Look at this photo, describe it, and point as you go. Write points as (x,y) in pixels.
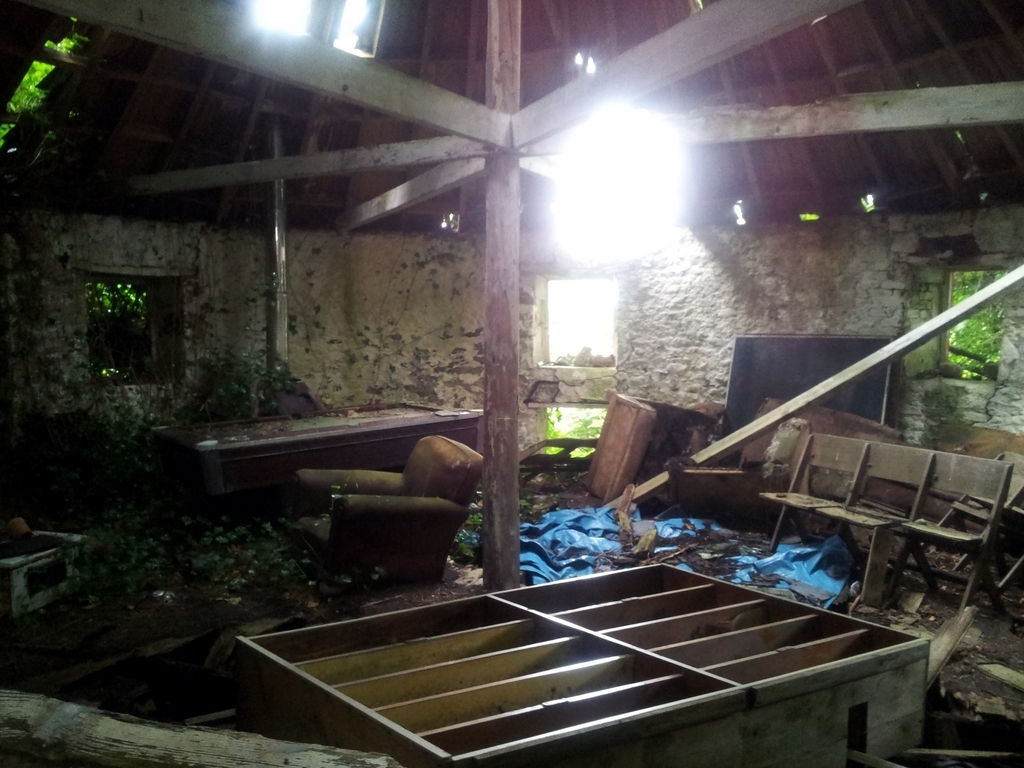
Picture inside of an old house (424,109). Here we can see wall (313,310), windows (128,292), chairs (416,501), rack (498,758), table (193,441) and things (979,305). Through these windows (984,317) we can see leaves (962,290).
